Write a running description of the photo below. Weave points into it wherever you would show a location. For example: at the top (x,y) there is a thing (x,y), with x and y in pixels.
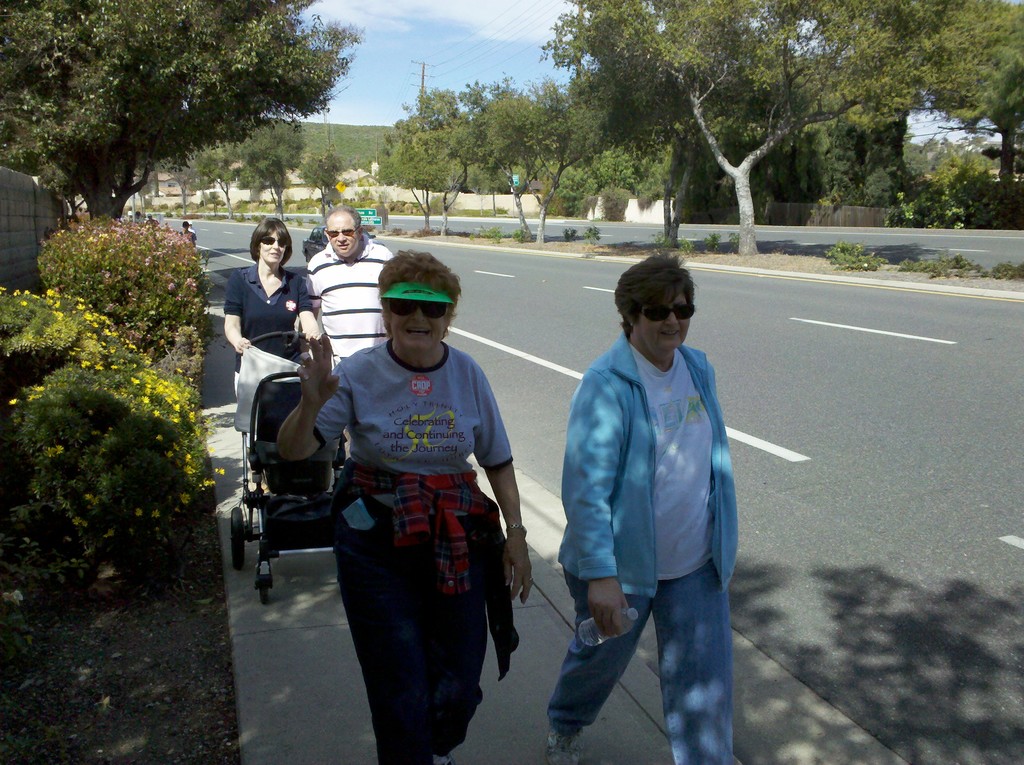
In this image I can see few people (238,355) are standing in the front (350,257) and I can see all of them are wearing black shades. In the center of this image (509,296) I can see few roads (558,328) and both side of it I can see number of trees (98,55). In the background (426,18) I can see a pole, few wires (454,68), clouds (397,23) and the sky (344,85).
